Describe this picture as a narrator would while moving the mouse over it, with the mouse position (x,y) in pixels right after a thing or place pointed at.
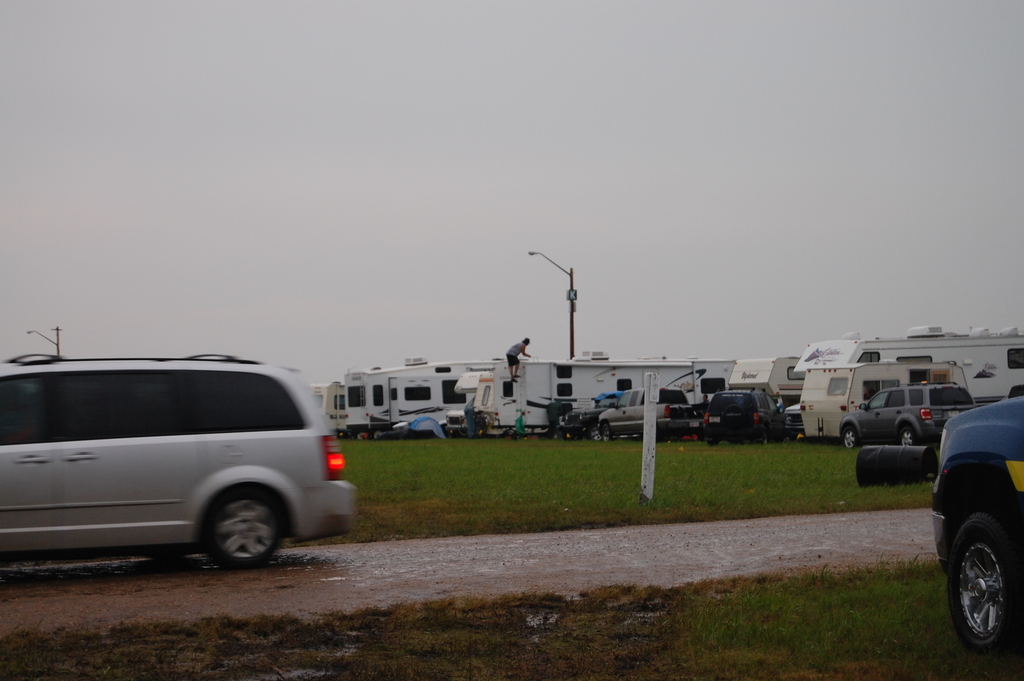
In this picture there is a man (509,354) who is trying to climb the van (568,372). Here we can see many vans (607,378) on the ground (673,440). On the left (157,425) there is a car (172,422). On the bottom right (962,569) there is a blue car (951,527) near to the road (780,525). In the back (569,310) we can see the street lights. At the top (666,182) we can see a sky (551,39) and clouds (607,144). At the bottom (412,648) we can see grass (504,656).
